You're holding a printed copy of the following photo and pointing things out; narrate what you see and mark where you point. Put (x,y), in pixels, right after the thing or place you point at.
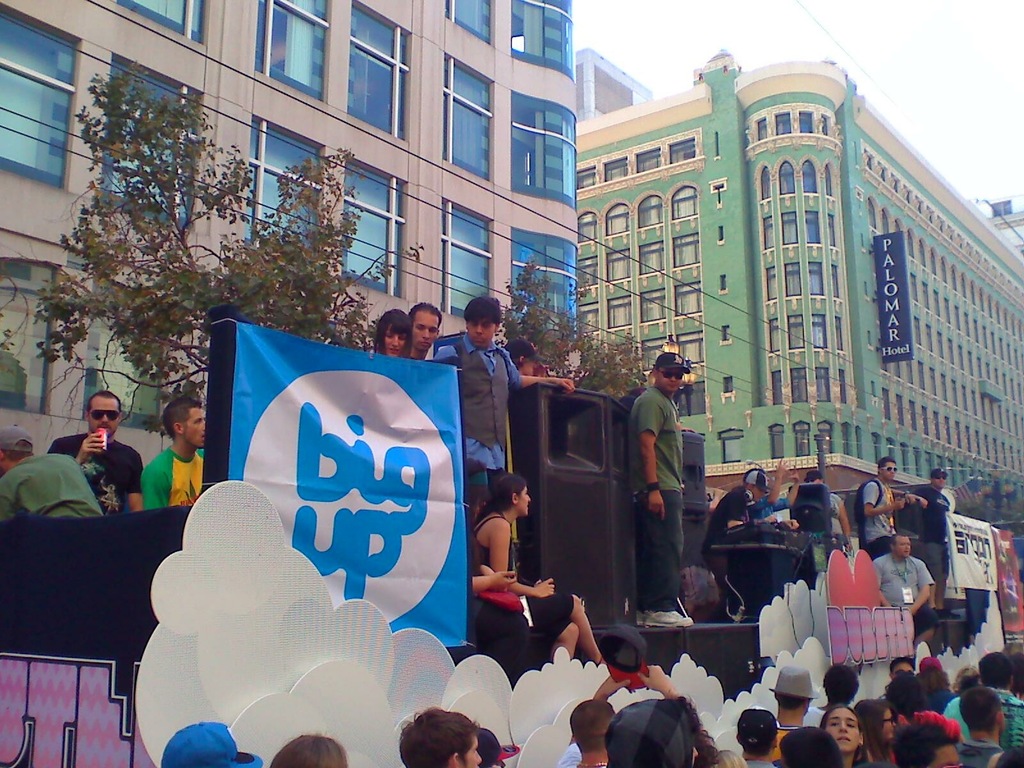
In the center of the image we can see a stage (357,632). On the stage (702,611) we can see the speakers (635,570), boards (887,618), banner (1012,618) and some people (468,483) are standing and some of them are sitting. At the bottom of the image (676,746) we can see a group of people (739,728) are standing and some of them are wearing caps (680,764). On the left side of the image (94,455) we can see a man (130,508) is sitting and holding a tin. In the background of the image (807,343) we can see the buildings (752,326), windows (790,284), wires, trees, board (886,302). At the top of the image (967,39) we can see the sky (910,22).
